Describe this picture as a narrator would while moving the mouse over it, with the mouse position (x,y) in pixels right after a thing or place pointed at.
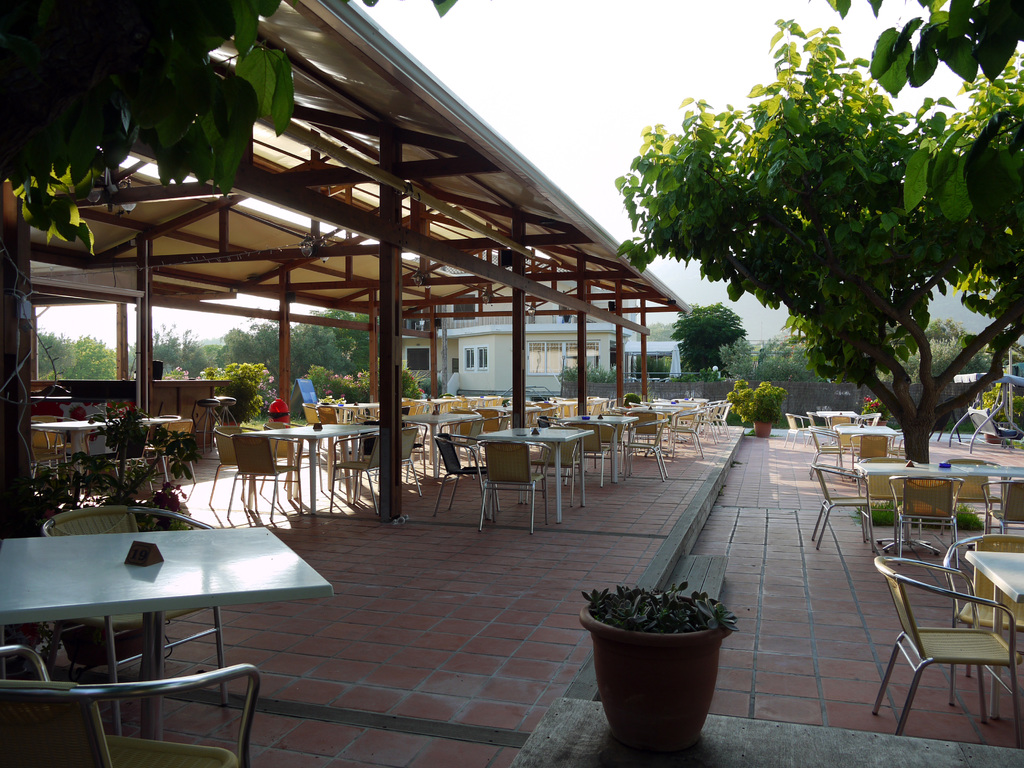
In this image I can see number of chairs (192,521) and number of tables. I can also see few trees (875,119) and a house (595,349).
